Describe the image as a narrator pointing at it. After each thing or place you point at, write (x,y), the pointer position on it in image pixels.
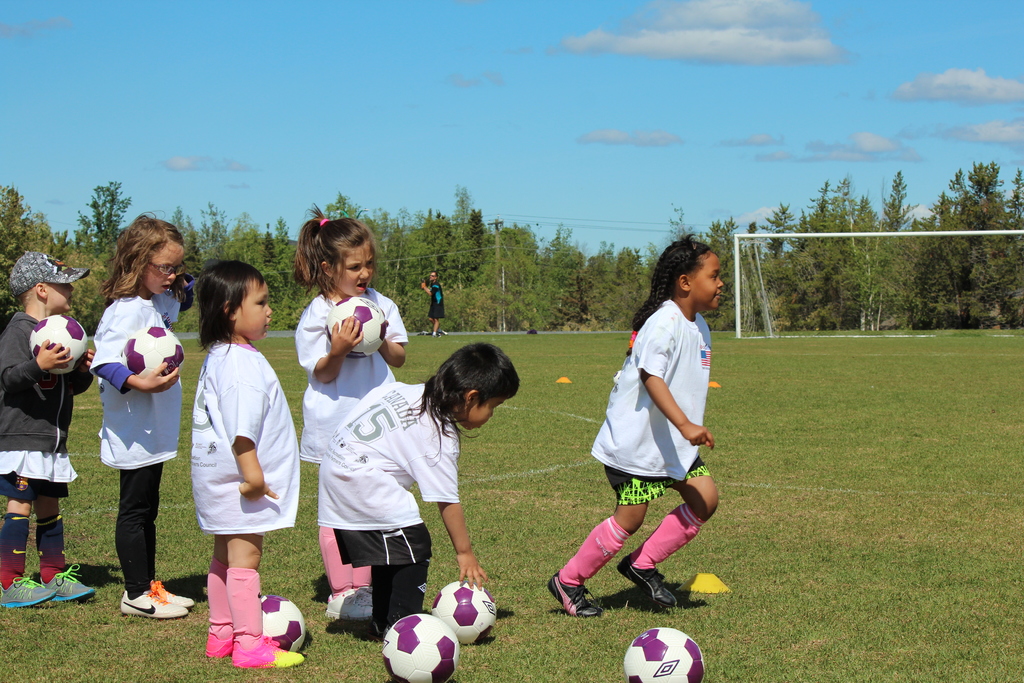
in a ground (732,492) people (313,338) are standing in a line, holding a ball (43,343) in their hand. the person (616,481) in the front (681,420) is running. behind them there is a person (438,293) standing. at the back (830,281) there is a net (895,281) and trees (504,273). there are few clouds (943,101) in the sky (895,118).
